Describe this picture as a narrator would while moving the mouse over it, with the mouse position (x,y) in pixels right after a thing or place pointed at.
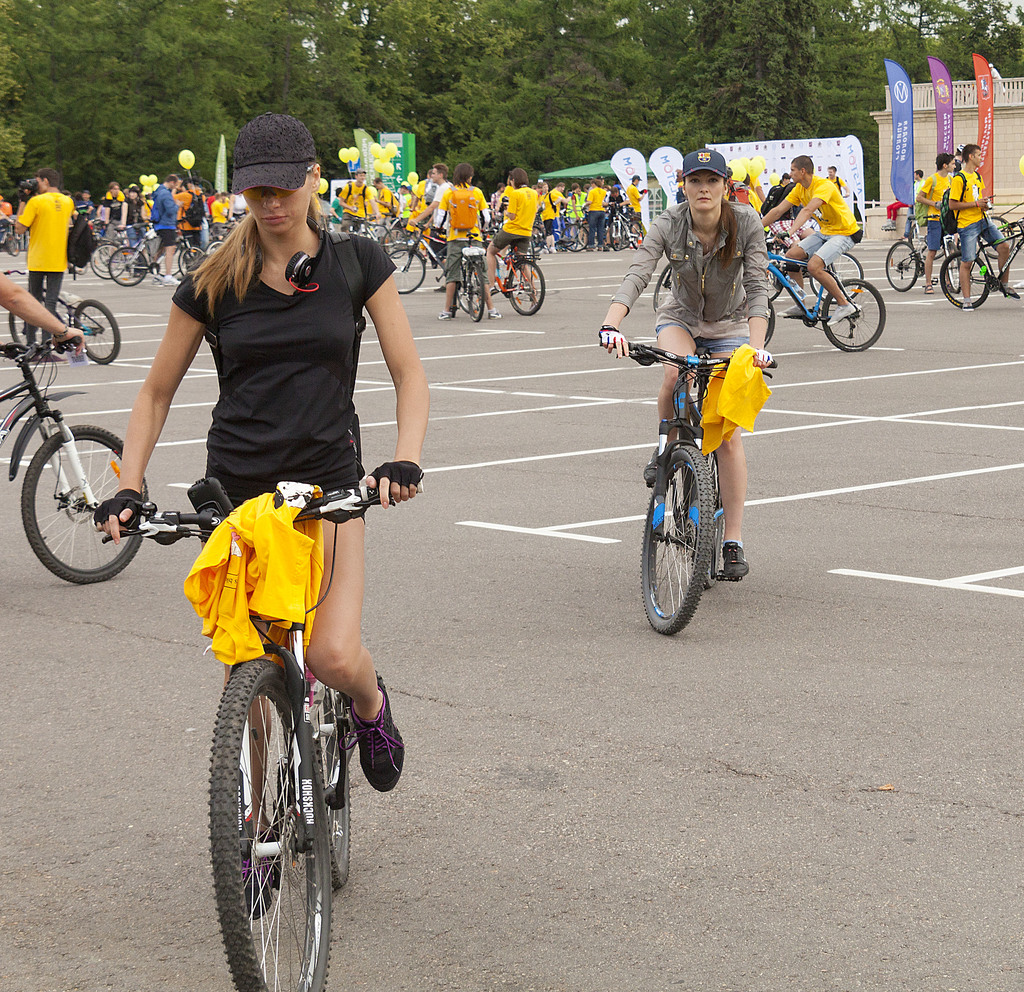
In this image we can see a group of people (41,184) who are riding a bicycle (704,475) on the road (146,354). In the background (591,95) we can see trees (473,64).
